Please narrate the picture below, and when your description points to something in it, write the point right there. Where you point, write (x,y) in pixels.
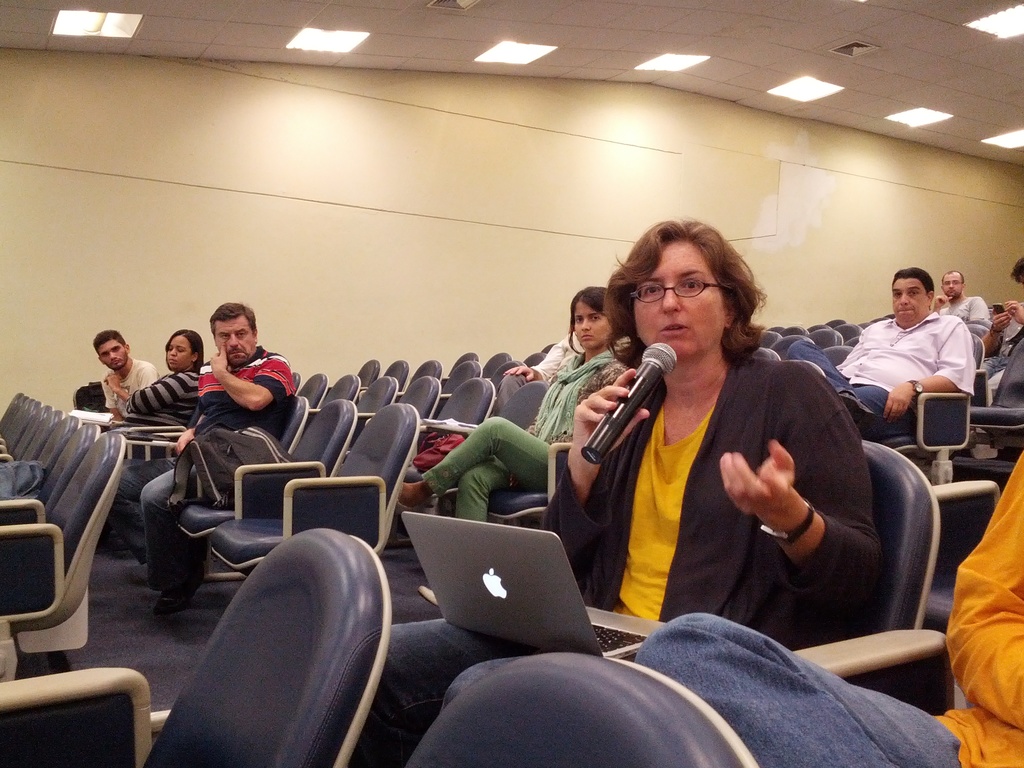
Here in this picture we see a conference room (856,287) full of chairs (234,637) present over there and we can see number of people (591,356) sitting on chairs (969,479) over there and in the front (658,406) we can see a woman (746,496) sitting on the chair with laptop (516,600) on her and she is speaking something in the microphone (666,356) present in her hand (604,394) and on the roof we can see lights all over there.
